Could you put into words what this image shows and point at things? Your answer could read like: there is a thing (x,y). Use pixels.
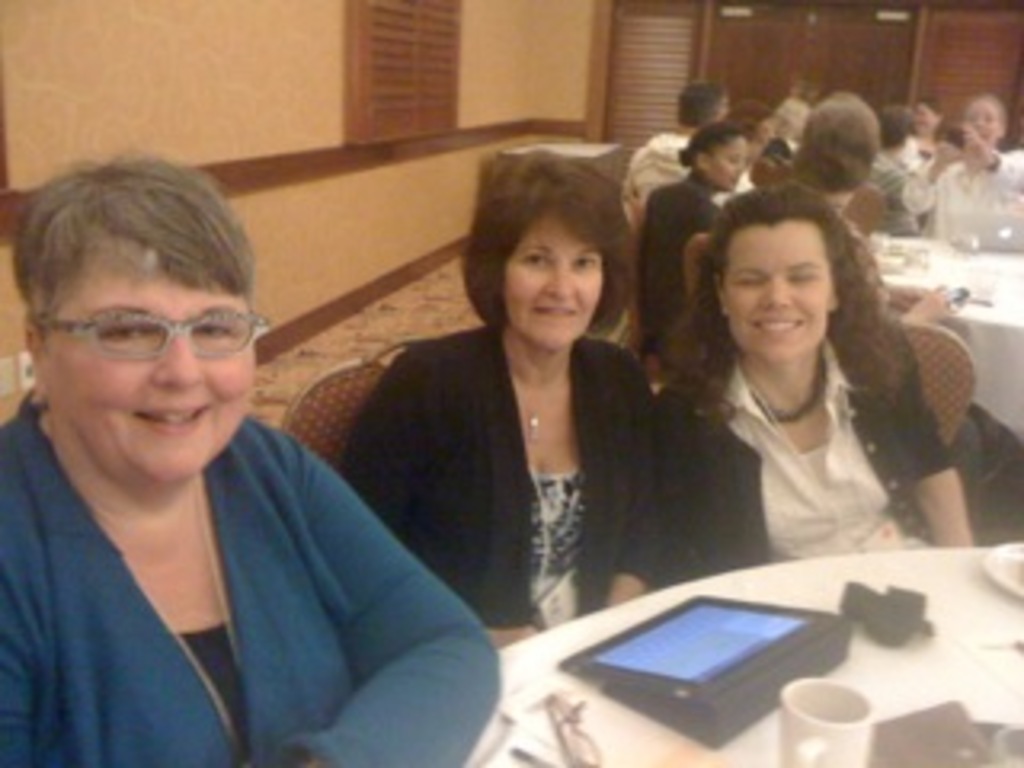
In this picture we can see a group of people (275,465) sitting on chairs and smiling and in front of them on tables (678,752) we can see a spectacle (551,707), cup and some objects (899,252) and in the background (480,87) we can see the wall (524,54), window (416,59), doors (723,85).
